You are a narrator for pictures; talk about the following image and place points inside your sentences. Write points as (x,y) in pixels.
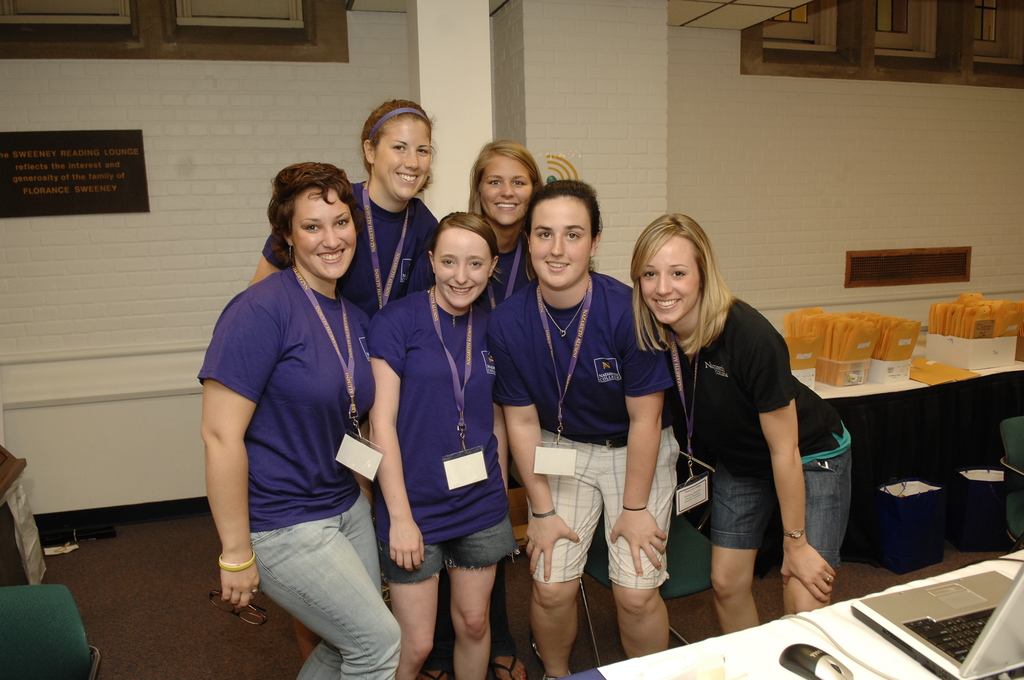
In this image I can see a group of people (577,522). On the right side (919,379), I can see some objects (896,630) on the table (877,676). In the background (644,104), I can see the wall (586,84).
